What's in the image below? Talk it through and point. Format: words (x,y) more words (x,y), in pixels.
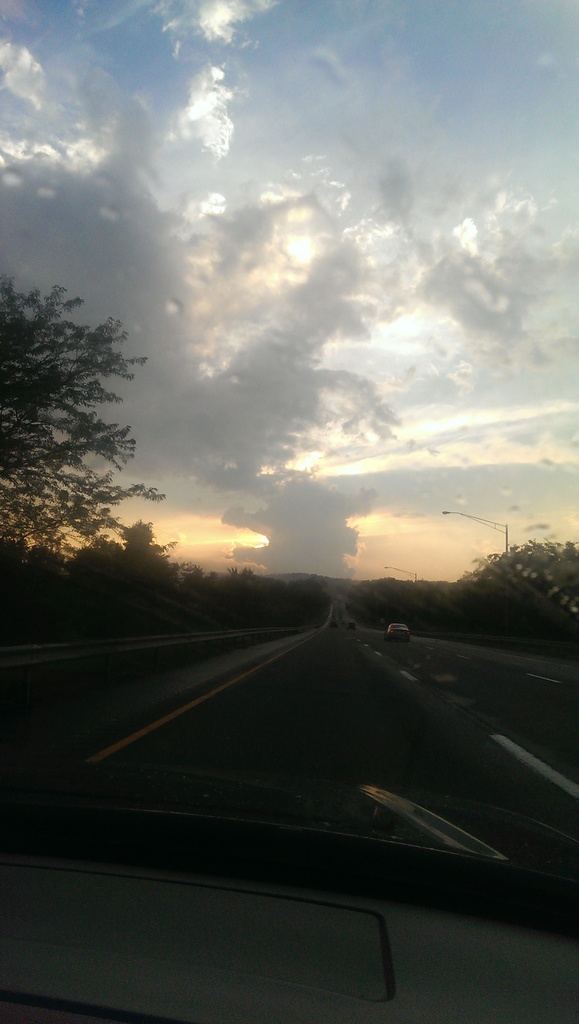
In this picture we can see road (577,750). Here we can see many trees (478,573) and street lights (506,539). On the road (416,637) we can see many vehicles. On the bottom (258,1022) there is a dashboard (424,962). On the top (481,263) we can see sky (368,140) and clouds (361,140).
